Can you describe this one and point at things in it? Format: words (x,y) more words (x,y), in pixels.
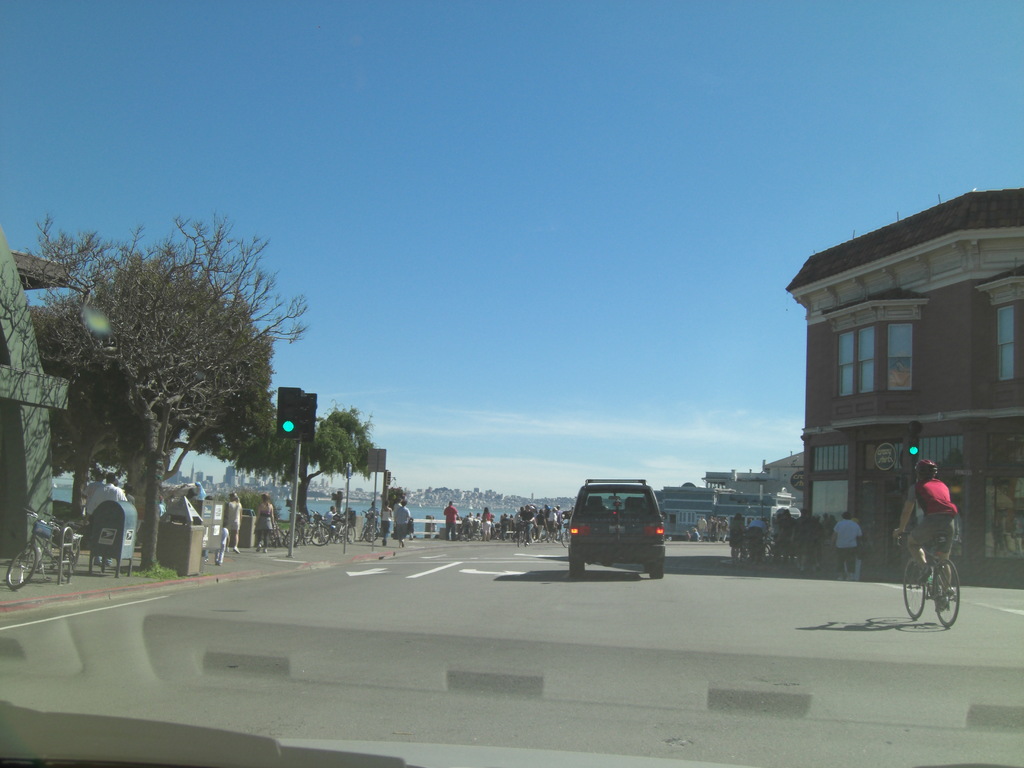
In this image I can see trees (198,423), traffic lights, bicycles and vehicles (609,507) on the road (703,555). I can also see buildings (730,497), people (521,532) and other objects (186,539) on the ground (248,554). In the background (485,273) I can see the sky (536,265).
